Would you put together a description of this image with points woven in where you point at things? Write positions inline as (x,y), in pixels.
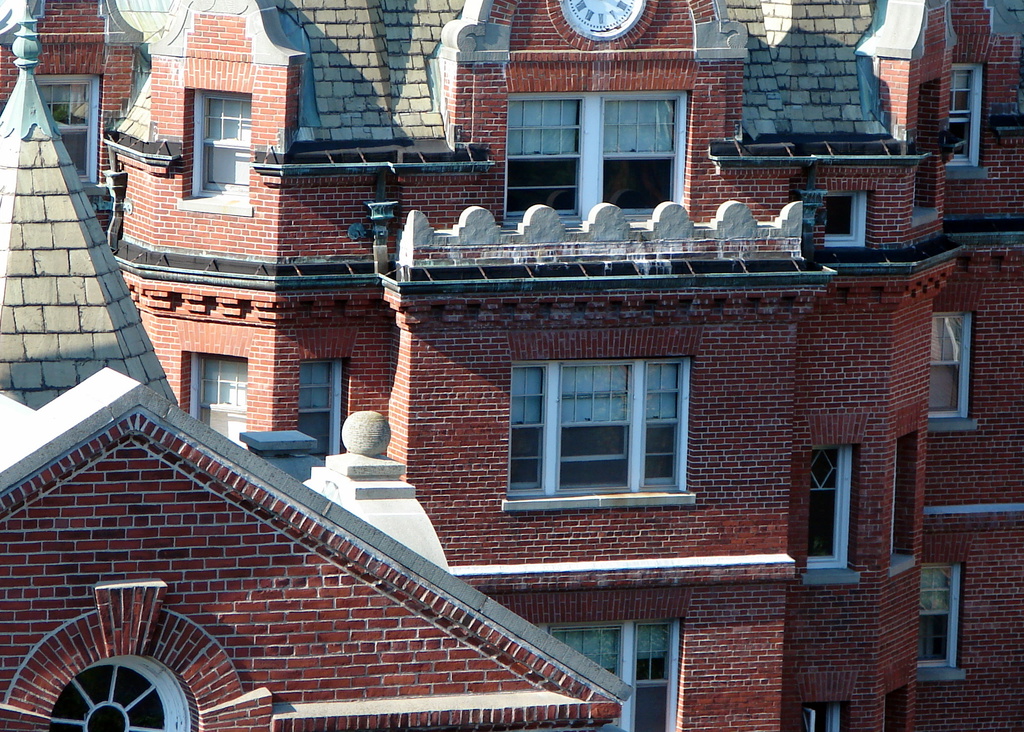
This picture consists of red color building (857,359) and windows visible on the wall (489,310) of the building (341,389) and I can see a tower (58,331) visible on the left side (25,160) and I can see clock (593,14) visible at the top (596,18).
